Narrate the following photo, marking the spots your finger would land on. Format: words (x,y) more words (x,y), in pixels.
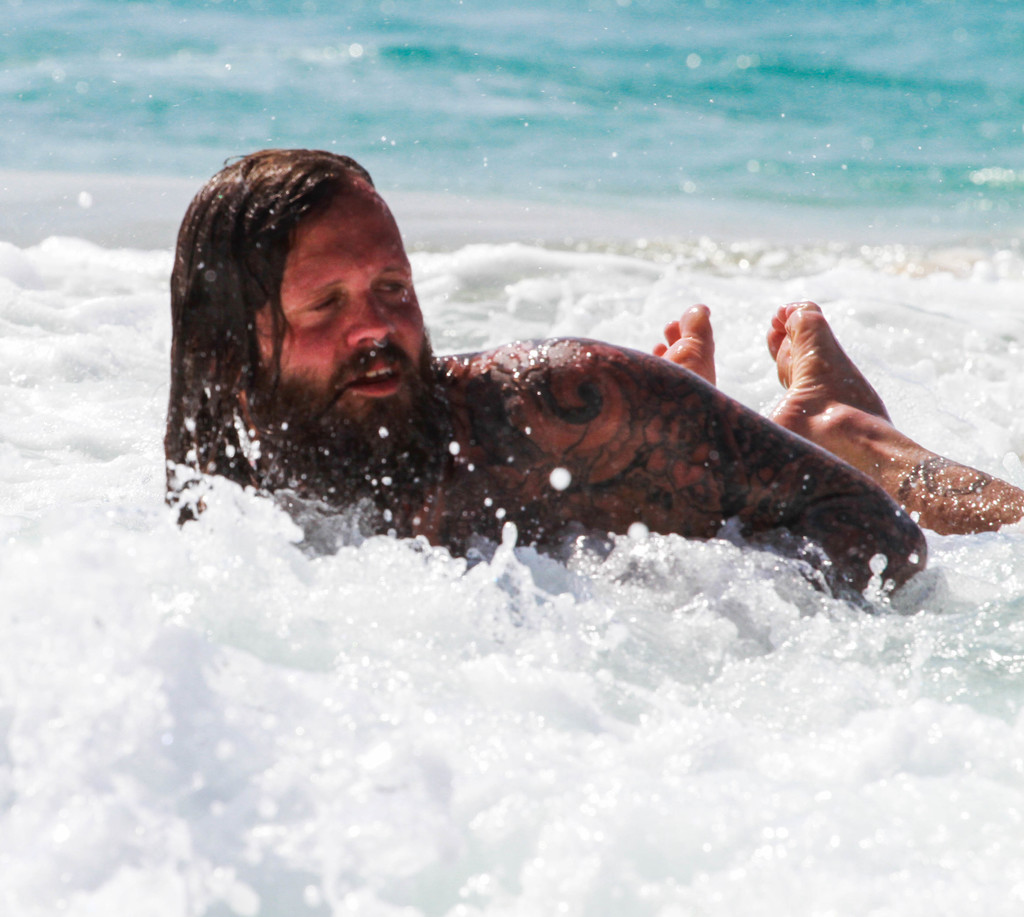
In the image there is a person (308,246) swimming in the water (371,97).
